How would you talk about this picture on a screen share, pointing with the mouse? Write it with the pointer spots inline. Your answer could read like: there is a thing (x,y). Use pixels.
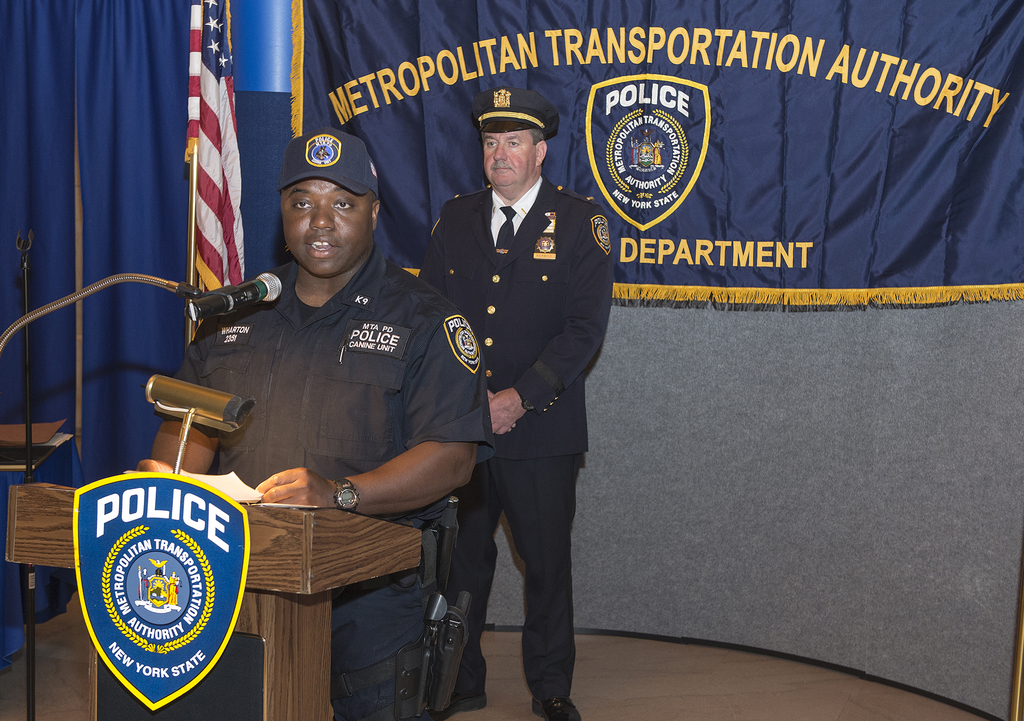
In this image we can see two police officers (452,348), one of them is holding some papers (237,477), and talking in the mic (224,310), in front of him there is a podium (287,544), also we can see a board (172,591) with some symbols (174,592), and text (193,610) written on it, there is a banner (619,253), cloth (115,410), a stand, we can see the flag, and a table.
